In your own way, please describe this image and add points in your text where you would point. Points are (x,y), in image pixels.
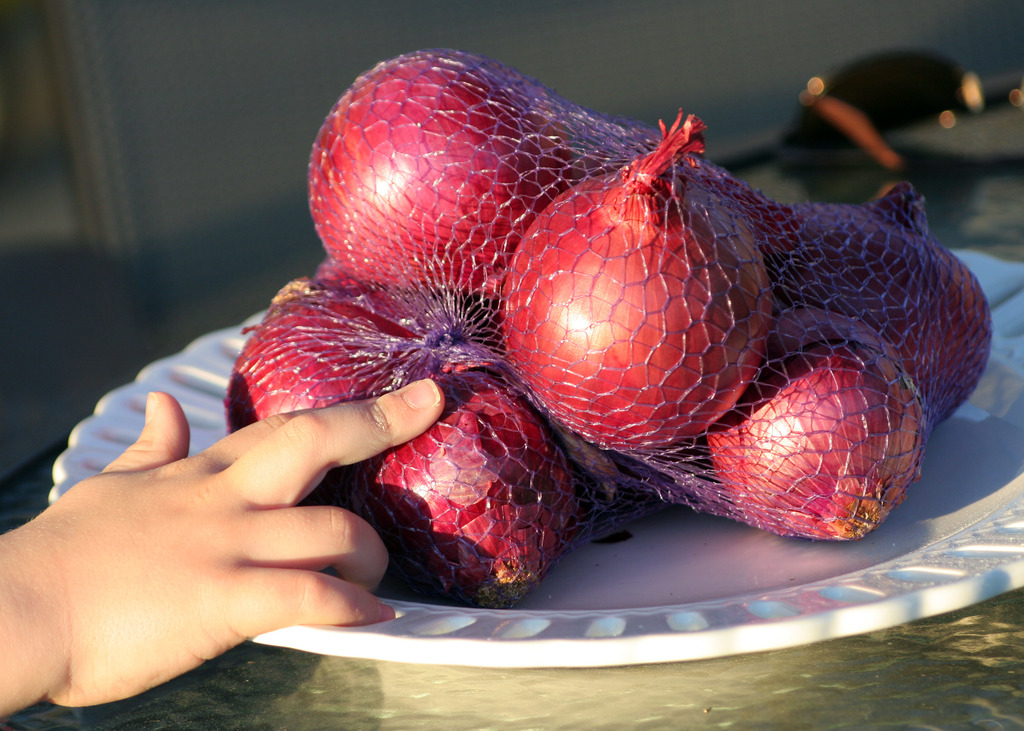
In this image, we can see some onions (840,502) in the white color plate (926,486), we can see hand (73,577) of a person (59,584).
